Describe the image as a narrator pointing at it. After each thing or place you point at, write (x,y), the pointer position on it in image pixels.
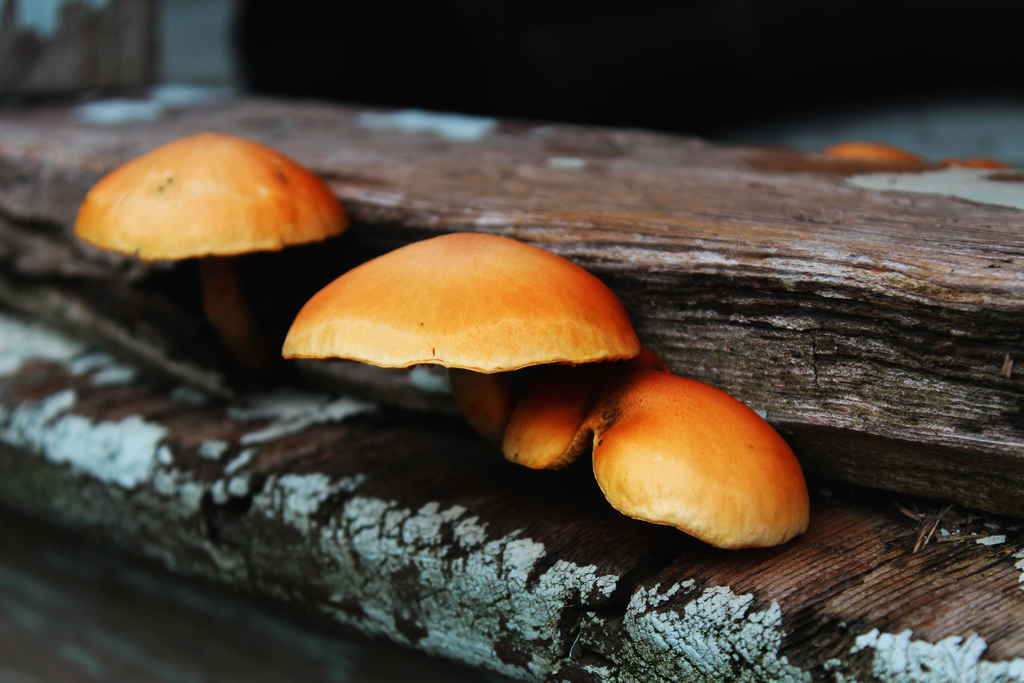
In the image we can see a wooden log (874,325) and on it there are mushrooms (622,413) and the background (758,33) is blurred.
